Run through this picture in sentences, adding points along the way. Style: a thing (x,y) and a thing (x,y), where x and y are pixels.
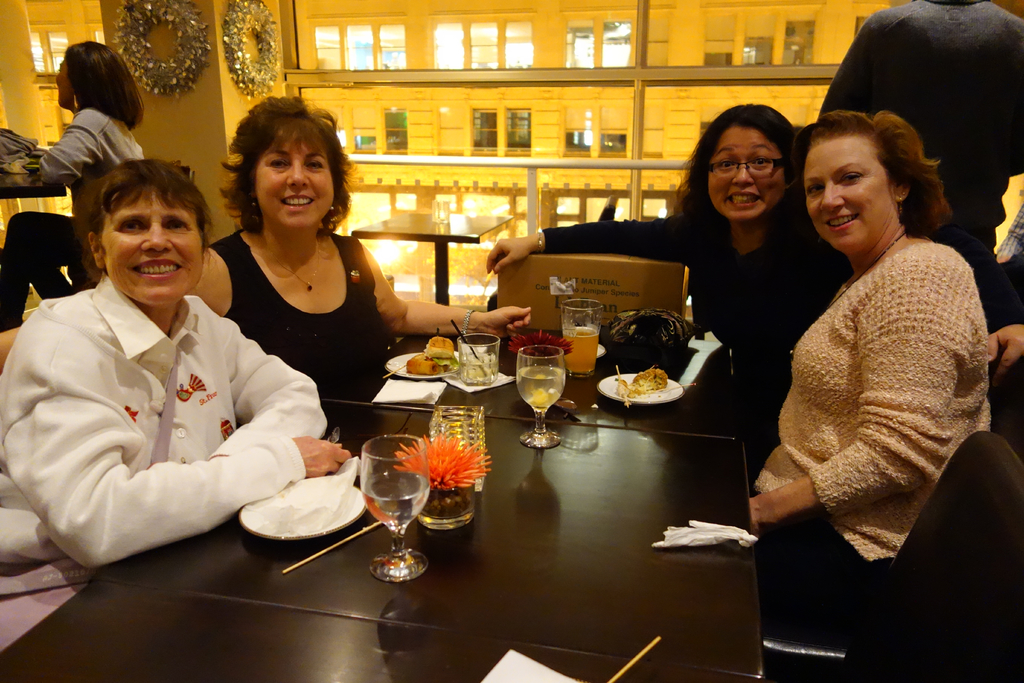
In this picture i could see four ladies (597,249) sitting around the dining table (703,508) and smiling to the picture. On left side (103,411) there is a lady (102,415) with the white shirt (206,422) and to her beside there is a black dress lady (279,324) and to her beside another black dress lady (709,275) holding a box (556,277) and to the right side of the picture (869,362) a cream color sweater lady (887,347) giving a smile. They all are sitting on the black chairs (907,604) near to the black dining table (554,557) on the dining table (525,512) there are glasses (402,566) wine glasses (408,493) and plates (391,362) and in the plates (436,366) there is some food (429,365) tissue papers (407,400) and even the juice glass (592,340) and in the back ground (472,132) i could see the windows (527,126) and the building (496,67) and glass doors (443,79) and to the left corner of the picture (91,117) there is a woman (75,127).
